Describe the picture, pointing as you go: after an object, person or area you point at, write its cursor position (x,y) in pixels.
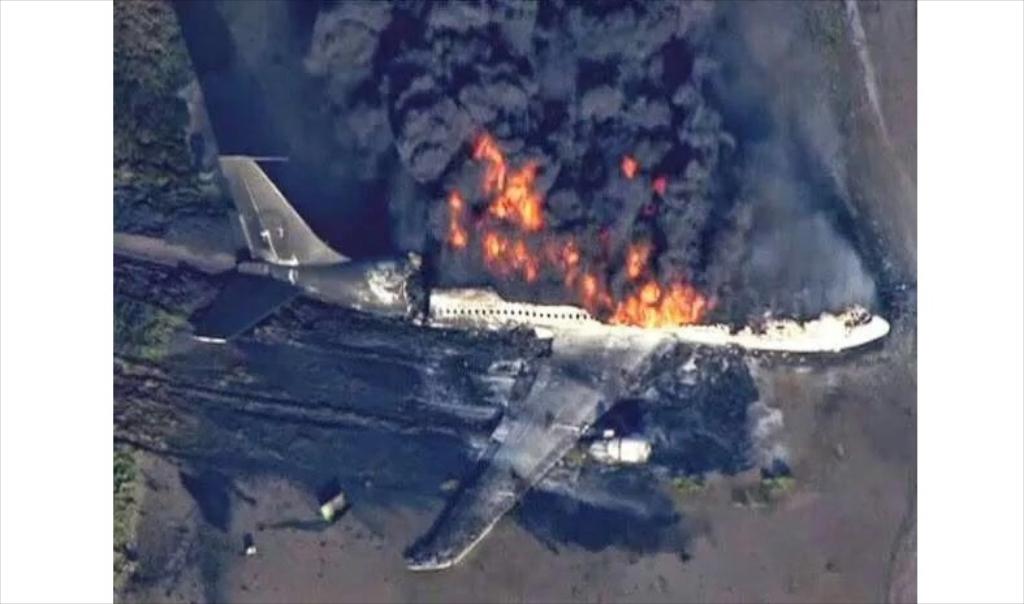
In this picture we can see a burning plane (584,336) on the ground (125,460). On the top (822,123) we can see the fire (519,264) and smoke (762,252).
